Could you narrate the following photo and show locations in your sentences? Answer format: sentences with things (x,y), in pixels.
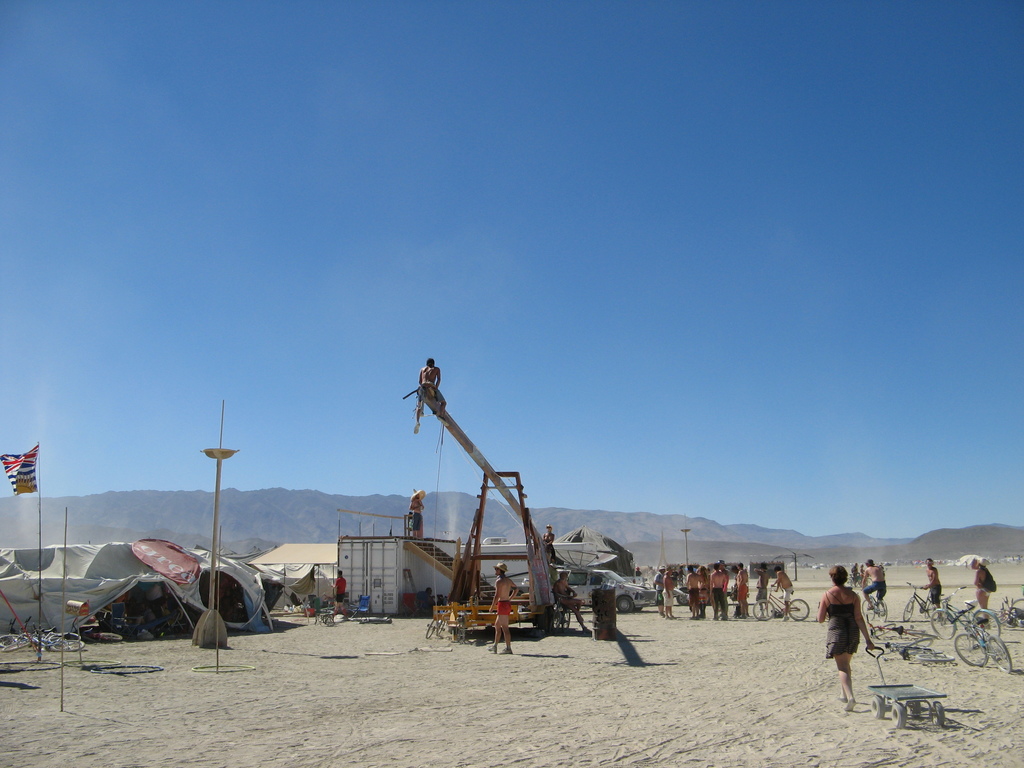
In this image we can see tent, crane (548,566), car (605,585), flag (22,470), pole (216,492). Right side of the image (701,588) people (712,581) are standing and riding bicycles (950,617). Background of the image (119,529) mountains (713,539) are there. The sky (476,269) is in blue color.
